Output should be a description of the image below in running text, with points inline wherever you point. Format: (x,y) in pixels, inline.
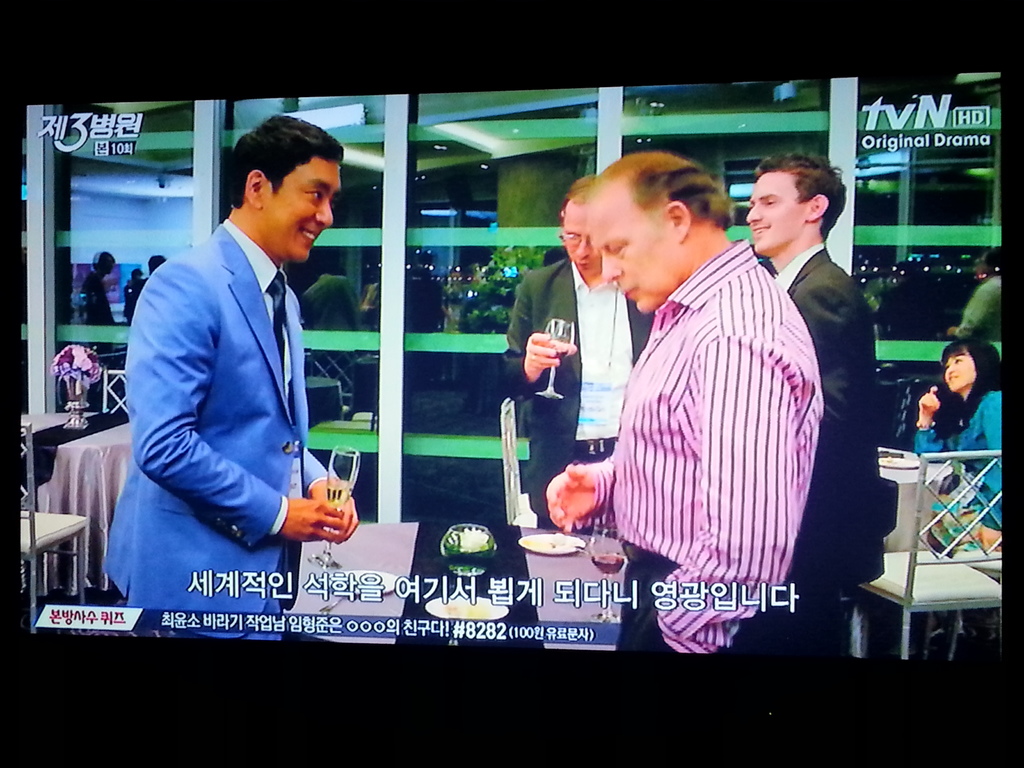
In this image I can see a screen (741,337) in which I can see people (660,358) standing. 2 people (538,386) are holding wine glasses (327,536) and there are tables (577,571) and chairs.
